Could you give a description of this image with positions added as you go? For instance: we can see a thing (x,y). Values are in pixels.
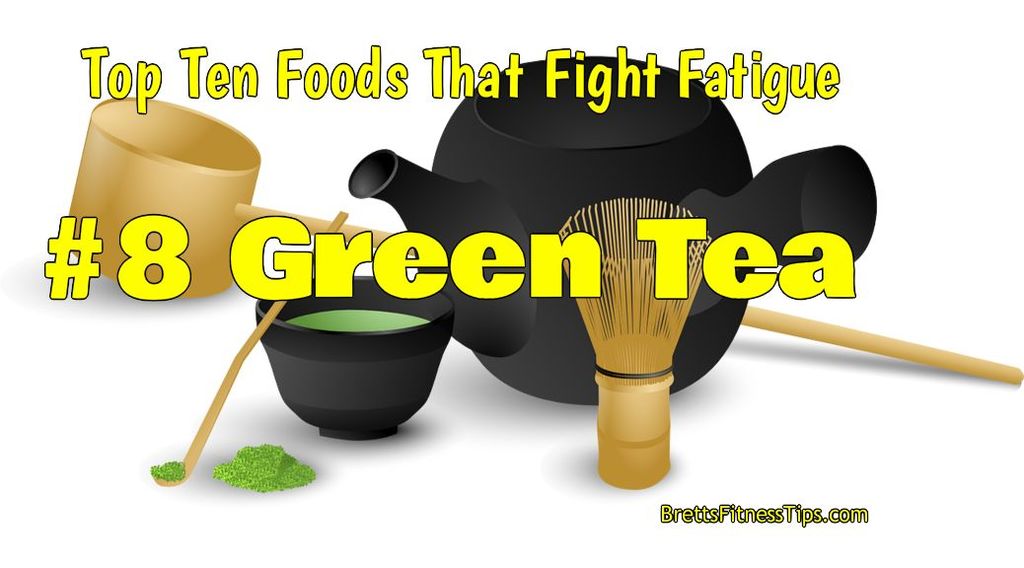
In this image we can see a poster (557,315). There are some objects (436,232) and there is text (339,90) on the image.
